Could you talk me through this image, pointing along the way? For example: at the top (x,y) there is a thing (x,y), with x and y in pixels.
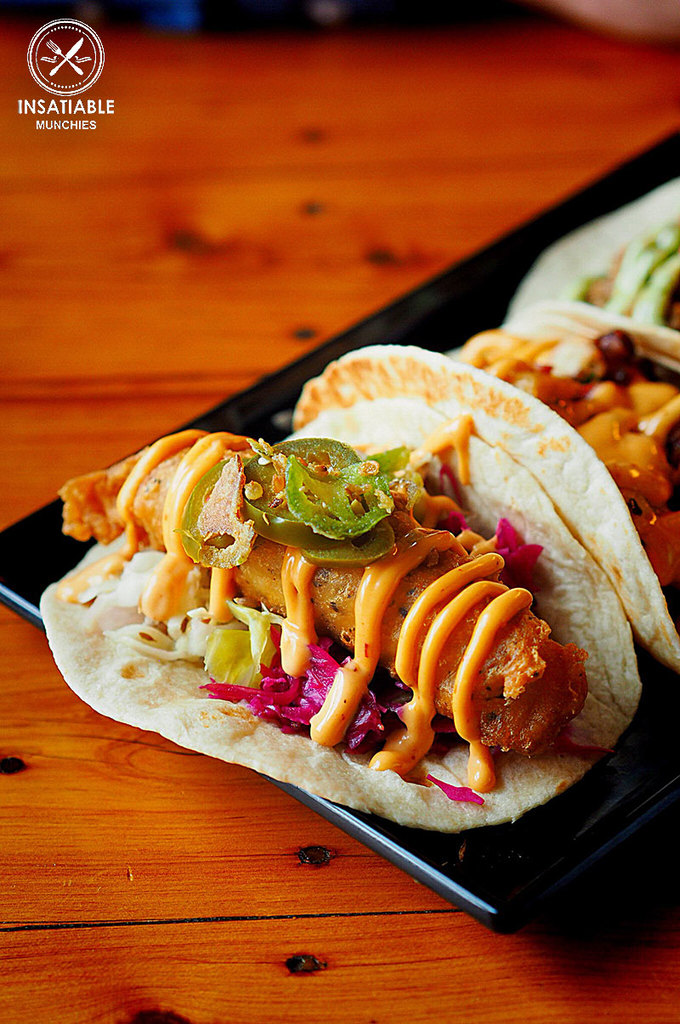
In this picture I can see food items (415,553) on the plate (634,764), on the table (174,95), and there is a watermark (101,60) on the image.
